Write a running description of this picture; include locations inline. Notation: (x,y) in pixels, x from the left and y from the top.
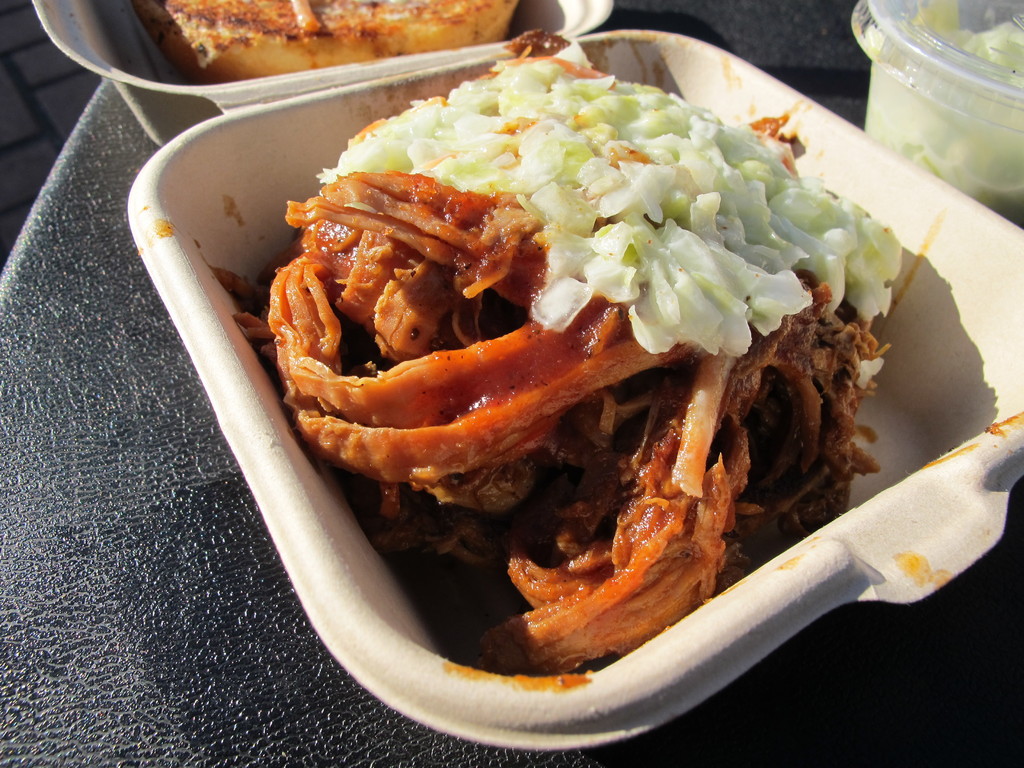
In this image I can see a box (687,74), bowls (370,76) in which food items (484,342) are there kept on the table (154,574). This image is taken may be outdoors.
